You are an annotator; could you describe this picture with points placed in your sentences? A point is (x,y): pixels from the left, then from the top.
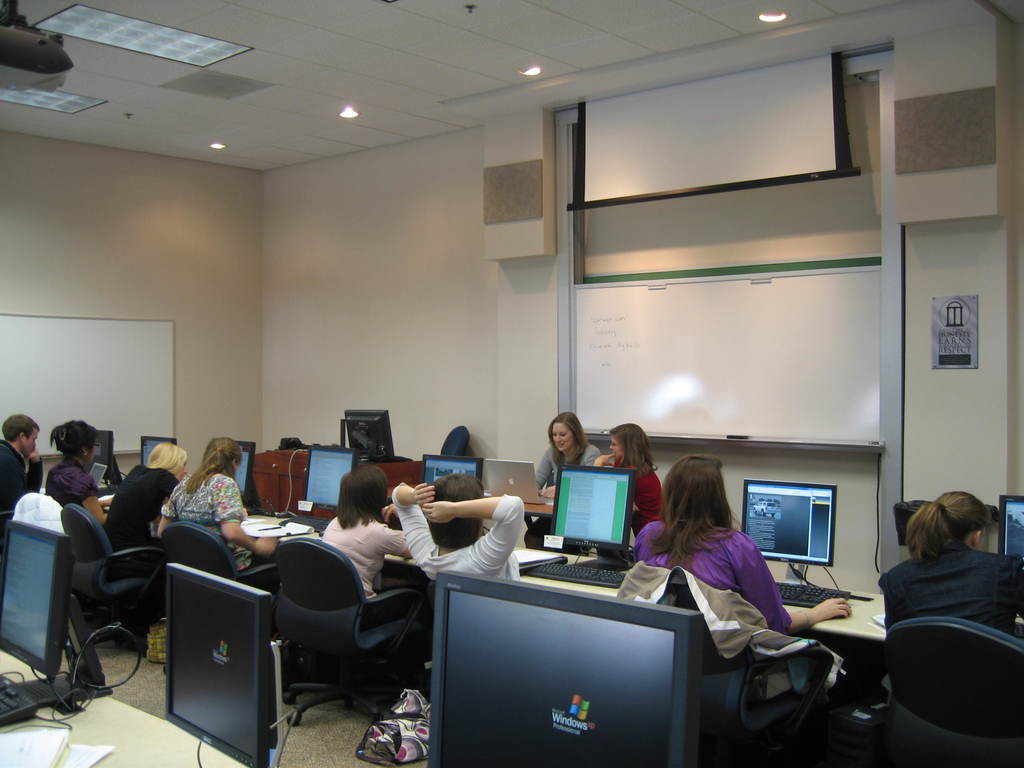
In this image, we can see a group of people (1009,610) are sitting. Here we can see monitors (544,648), keyboards (5,678), desks (864,623), wires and few objects (1011,766). At the bottom (332,737), there is a floor (319,738) and bag (392,729). Background (456,353) we can see wall (396,290), boards (617,420) and poster (963,339). Top of the image (481,64), we can see the ceiling (305,98), lights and projector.
